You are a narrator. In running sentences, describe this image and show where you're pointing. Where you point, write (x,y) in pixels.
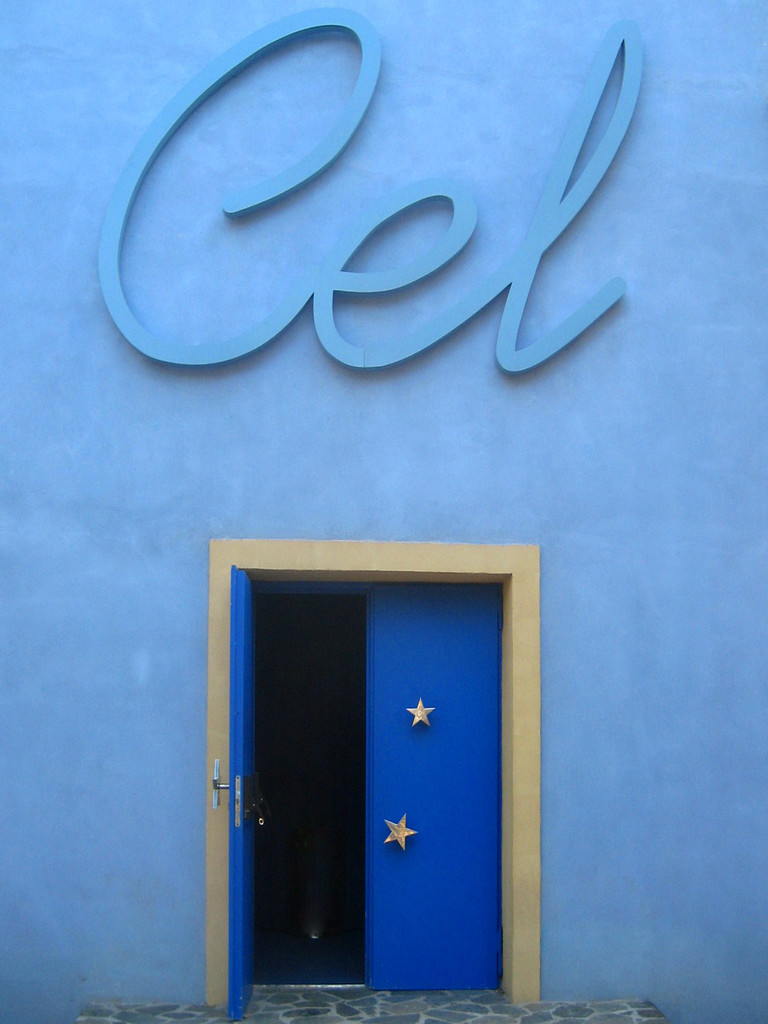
In this picture we can see a blue color wall (588,596) and doors (431,732), and we can find few stars (416,723) on the door (430,724).
